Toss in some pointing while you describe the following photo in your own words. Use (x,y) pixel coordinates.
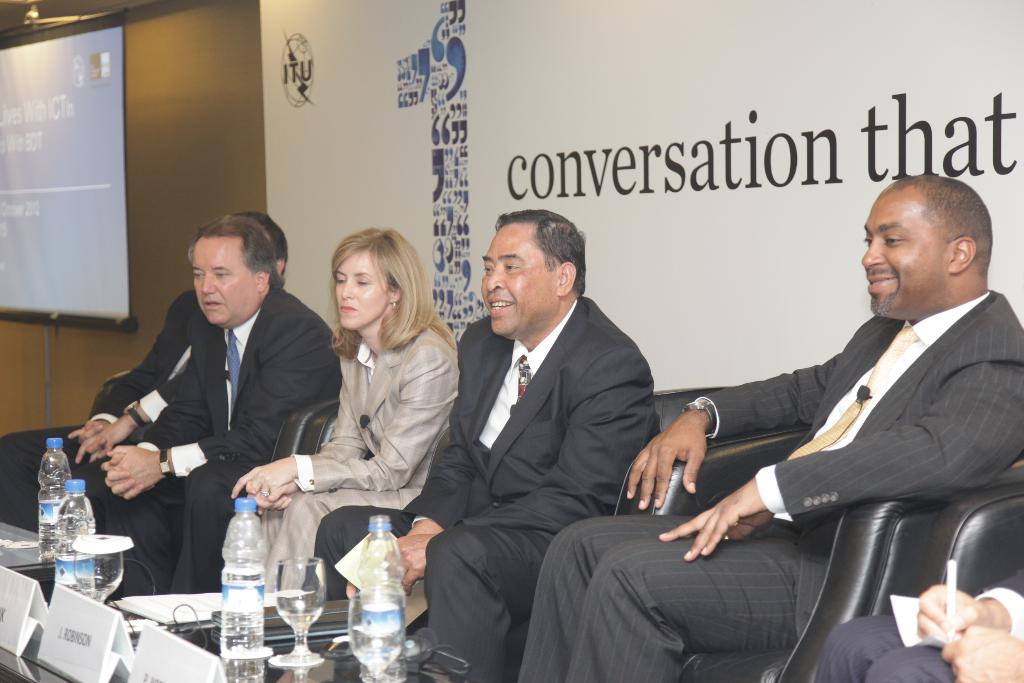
As we can see in the picture that, there are four men (200,332) and one women (387,426) are sitting on a sofa (629,465). In front of them there are four water bottles (223,604) and a wine glass (294,590). This is a name plate (59,632) beside them there is a projected screen (62,174).
